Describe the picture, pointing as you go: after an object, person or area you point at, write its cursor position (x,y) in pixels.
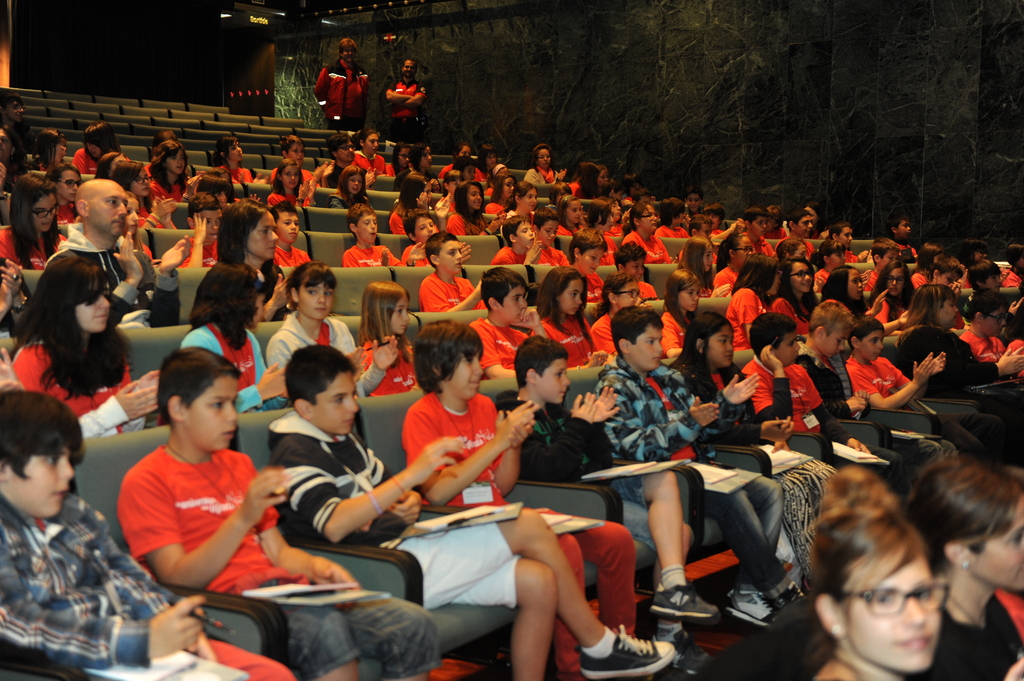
There are many children (317,374) sitting on chairs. They are holding some items (419,534). In the back (704,59) there is a wall (676,98). Also there are two people (360,88) standing.
